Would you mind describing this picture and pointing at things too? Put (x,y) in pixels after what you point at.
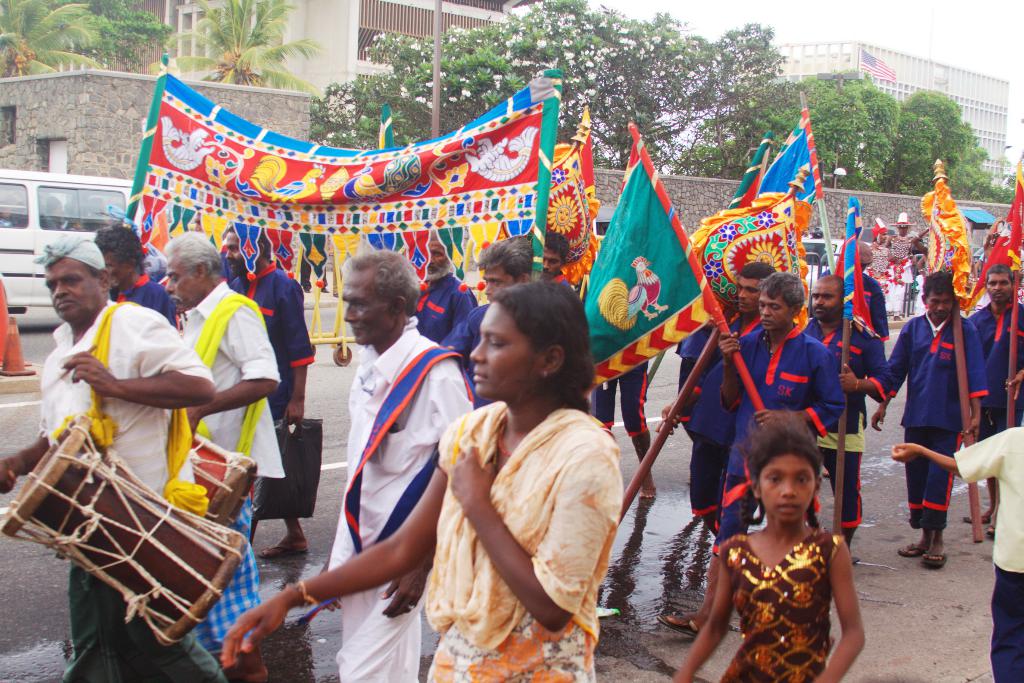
In this picture a group of people (539,551) walking on the road (622,526) and in the background of plants (256,40) buildings (294,35) and sky (831,20) is clear.
